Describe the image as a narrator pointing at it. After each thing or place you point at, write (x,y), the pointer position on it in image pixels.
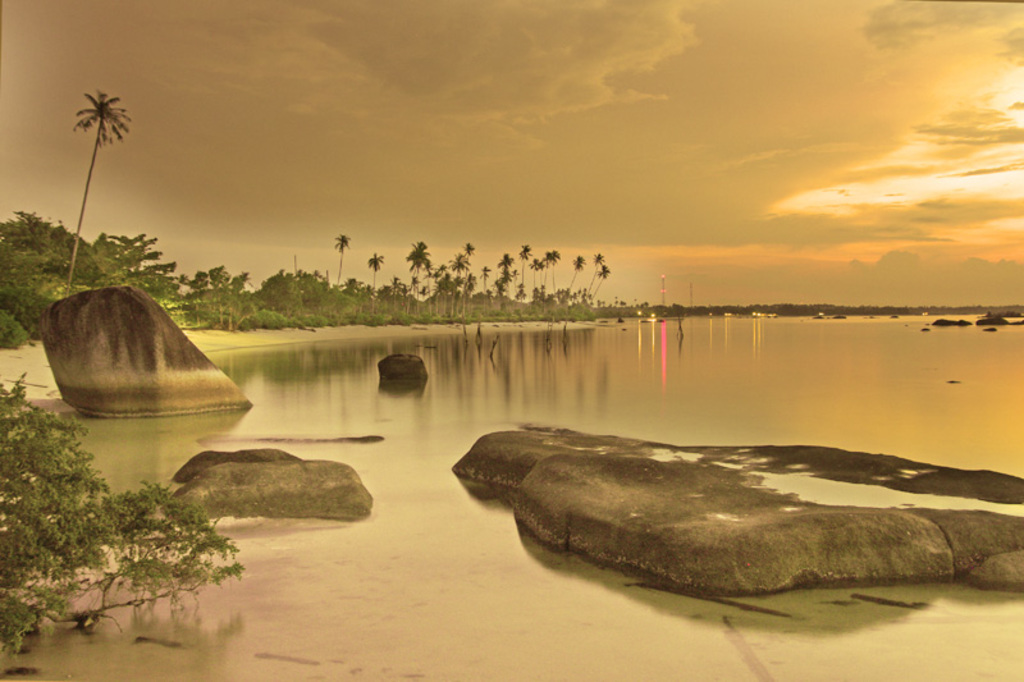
On the left side (34,524), there is a tree (21,539) and there are rocks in the water (502,410). On the right side (761,546), there is a rock (726,543) in the water (852,588). In the background (573,313), there are rocks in the water (577,337), there are trees (487,278) and plants (164,300) on the ground (562,324) and there are clouds (865,98) in the sky (776,137).
